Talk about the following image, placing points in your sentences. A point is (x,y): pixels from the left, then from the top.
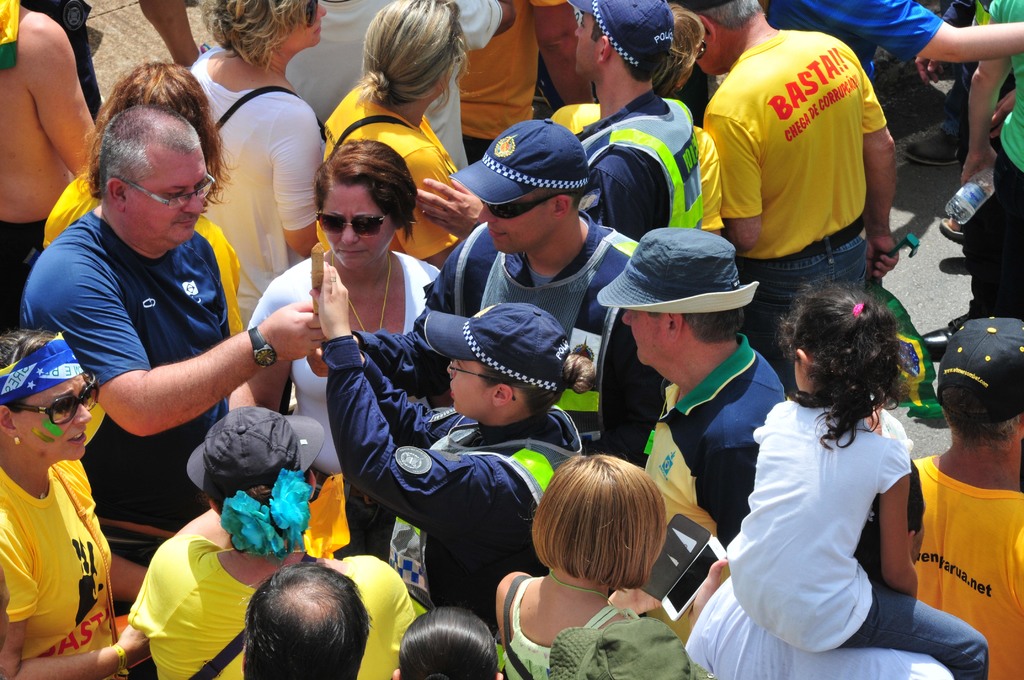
In the image we can see there are many people (476,271) and a child (884,437). These people (342,52) are standing, wearing clothes (424,477) and some of them are wearing spectacles (340,226), goggles (32,408) and a cap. This is a water bottle (963,212), footpath (962,283), smartphone (703,579), wrist watch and this is a hair band (46,367).
